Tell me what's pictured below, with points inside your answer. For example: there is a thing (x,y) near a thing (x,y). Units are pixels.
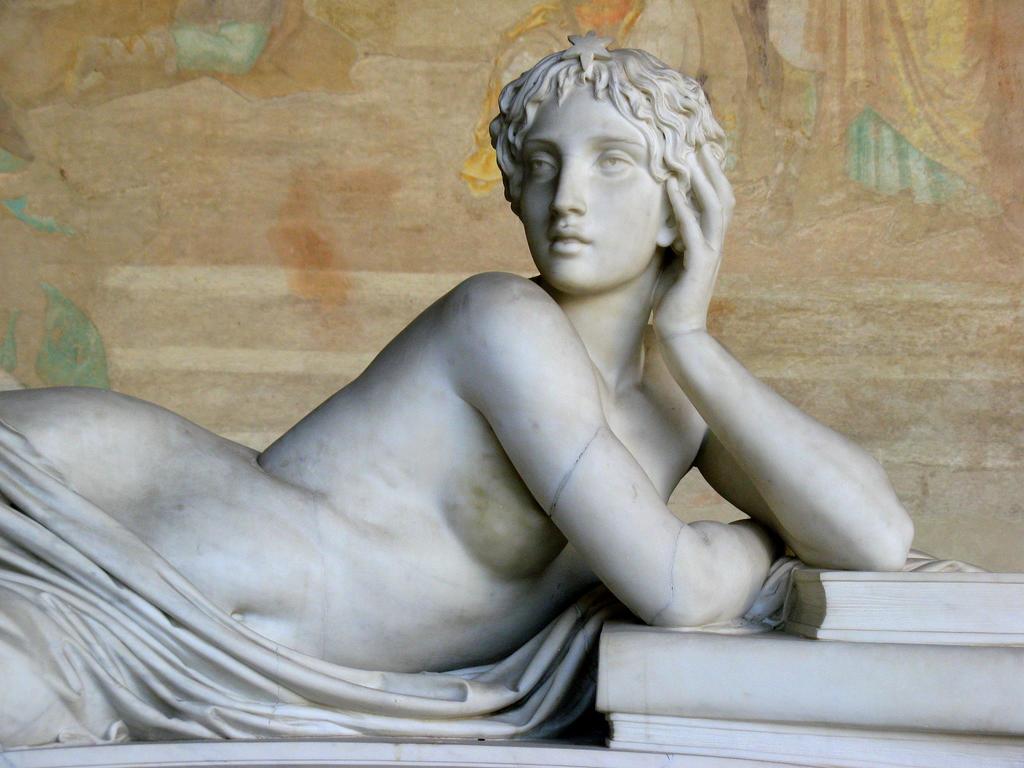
In this image we can see statue (586,410) of a person (609,533) and books (810,674). In the background (921,315) we can see painting (461,160) on the wall (766,182).
